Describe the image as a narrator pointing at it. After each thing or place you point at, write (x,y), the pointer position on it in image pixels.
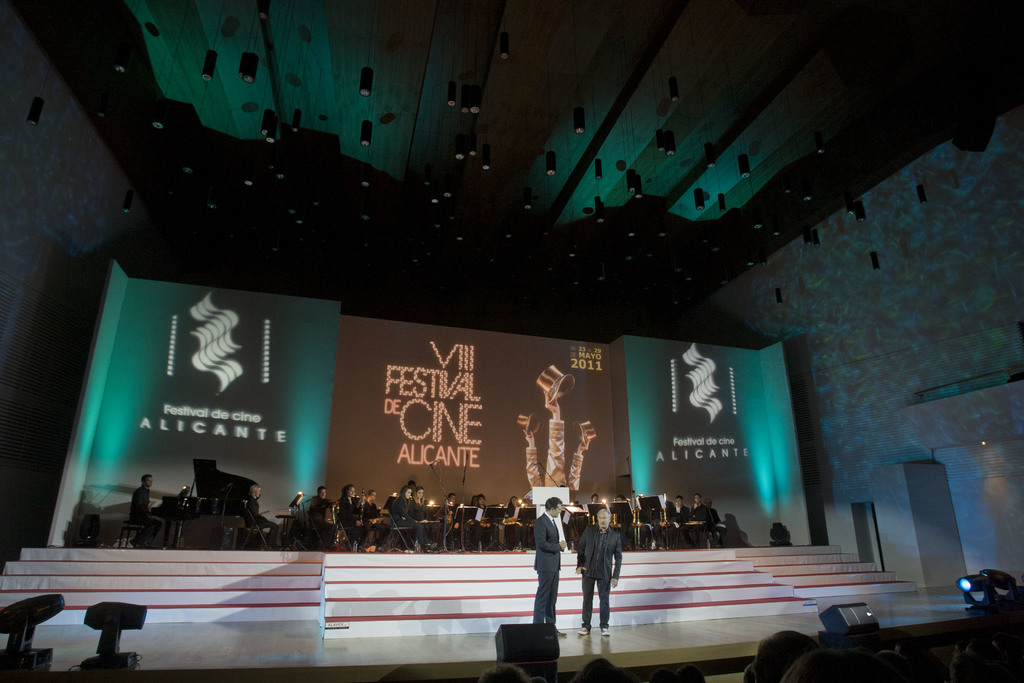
In the center of the image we can see persons (422,506) sitting on the chairs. At the bottom of the image (458,587) we can see persons (617,560) standing on dais (835,582), lights (986,597) and crowd (829,677). In the background (546,406) we can see screen (280,436), lights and wall (830,342).
